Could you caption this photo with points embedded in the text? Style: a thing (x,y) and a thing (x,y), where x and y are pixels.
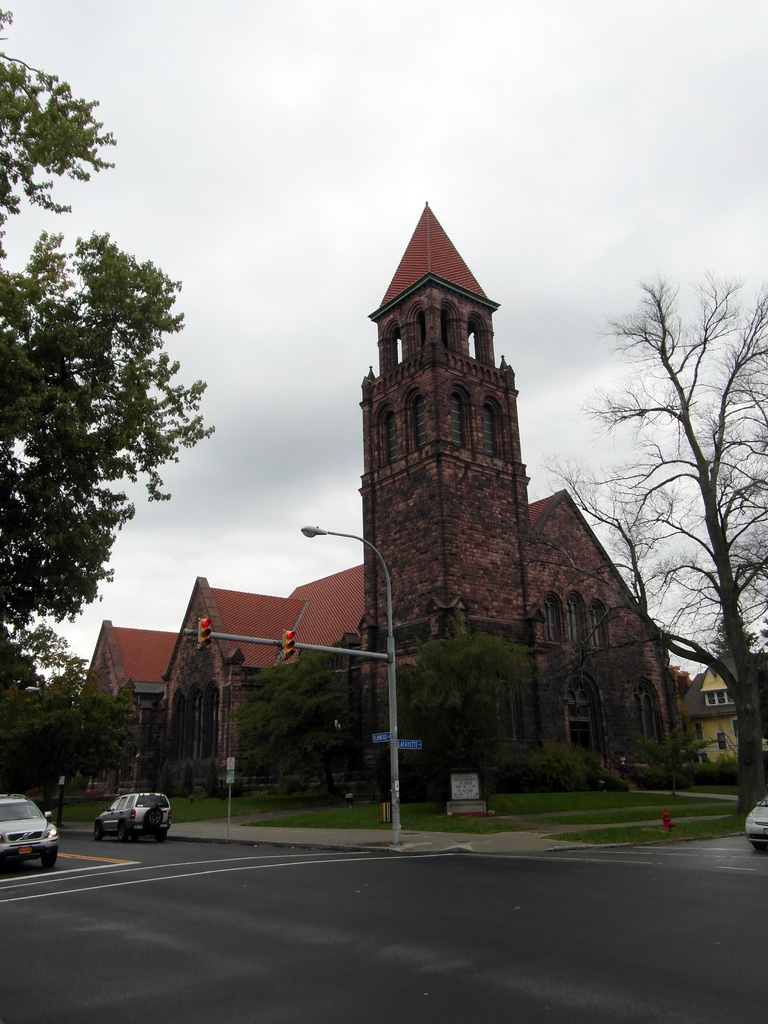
In this image we can see few buildings (638,669), vehicles (762,834) on the road (263,865), a pole (398,792) with a light (308,534) and traffic lights (204,638), there are few trees (120,705), an object (457,785) on the ground (304,812) and the sky (301,156) in the background (673,190).
